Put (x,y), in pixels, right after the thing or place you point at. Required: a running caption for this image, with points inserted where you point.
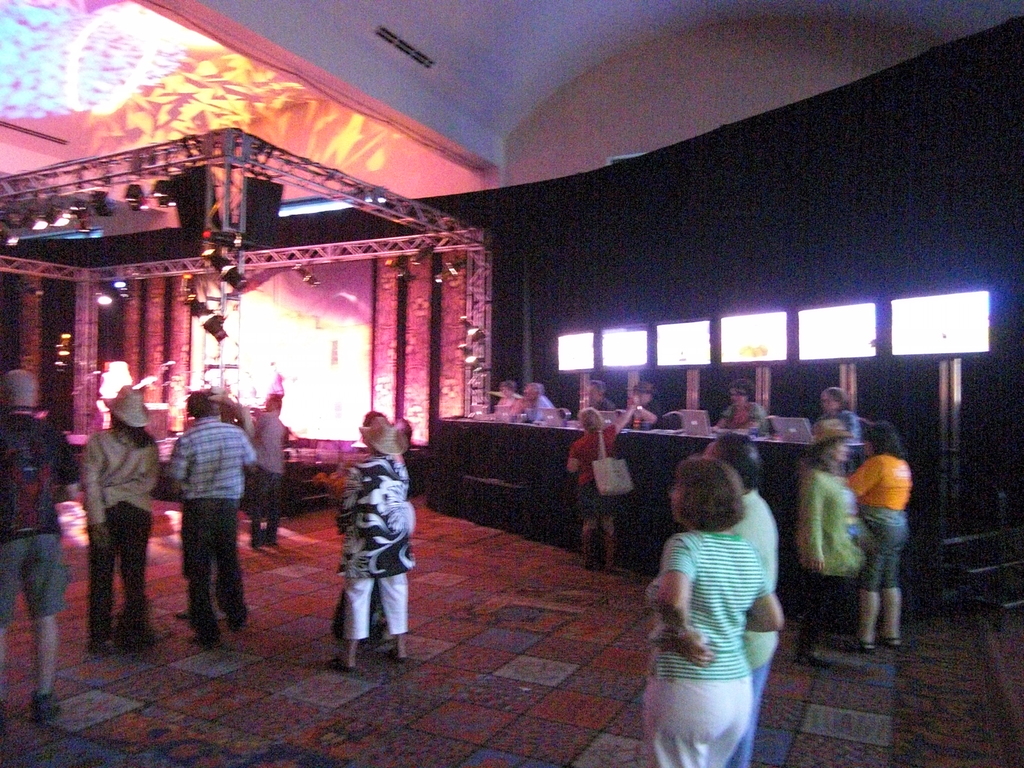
In this image I can see the group of people (51,592) standing and wearing the different color dresses (691,545). I can see few people (378,526) are wearing the bags (604,471) and hats (31,386). In the back (590,558) I can see few people (605,446) in-front of the table (555,447). On the table (560,441) I can see the laptops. In the back (143,282) I can see the stage (257,374) with lights (60,226).
